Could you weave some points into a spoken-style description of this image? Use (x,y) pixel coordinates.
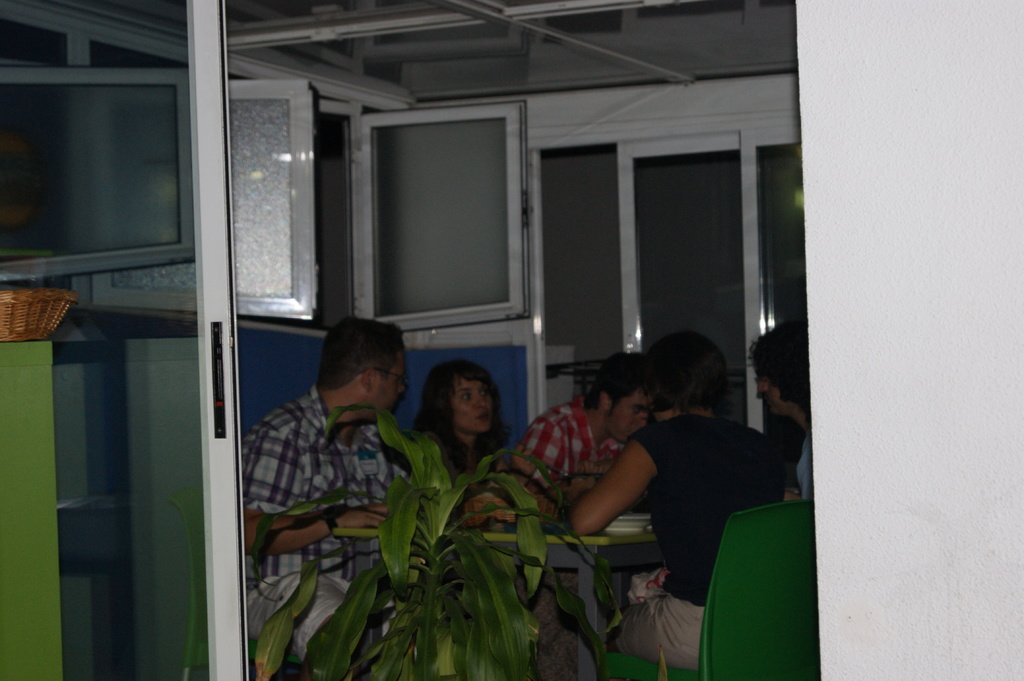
On the background (508,209) we can see windows (445,231) and doors (716,271). Here we can see few persons (581,423) sitting on chairs (783,551) in front of a table (627,537) and on the table (616,551) we can see a plate (640,512). This is a plant (428,622). Here we can see basket (42,296).
